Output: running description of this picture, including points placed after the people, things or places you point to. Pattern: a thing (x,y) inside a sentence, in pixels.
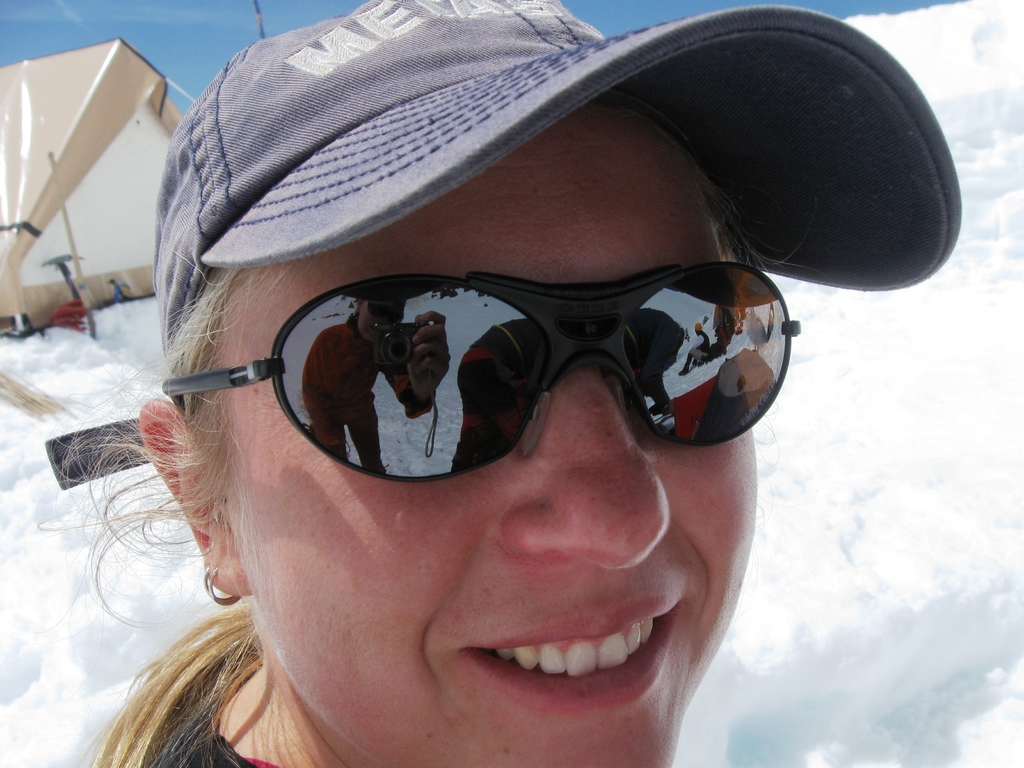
In this picture we can see a woman (560,603) with the goggles (508,428) and a cap (372,94). Behind the woman (205,490) there is snow (40,515), tent (43,186) and the sky (202,28). On the goggles (369,415) we can see the reflection (344,387) of a person (370,369) holding a camera (390,342).
